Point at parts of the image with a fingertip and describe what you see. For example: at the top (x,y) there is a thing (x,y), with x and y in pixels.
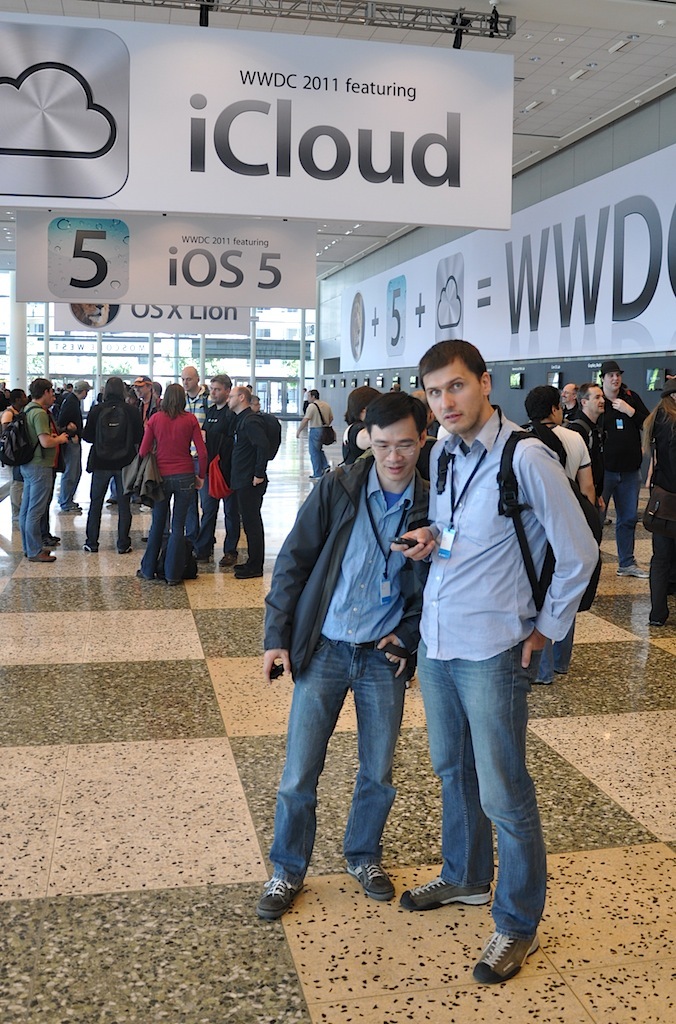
In this image there are many people (190,535) standing on the floor (184,705). To the right (577,272) there is a wall (576,274). There is text (520,274) on the wall (488,277). There are boards (289,114) hanging to the ceiling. In the background (179,357) there is a glass wall (146,337).
